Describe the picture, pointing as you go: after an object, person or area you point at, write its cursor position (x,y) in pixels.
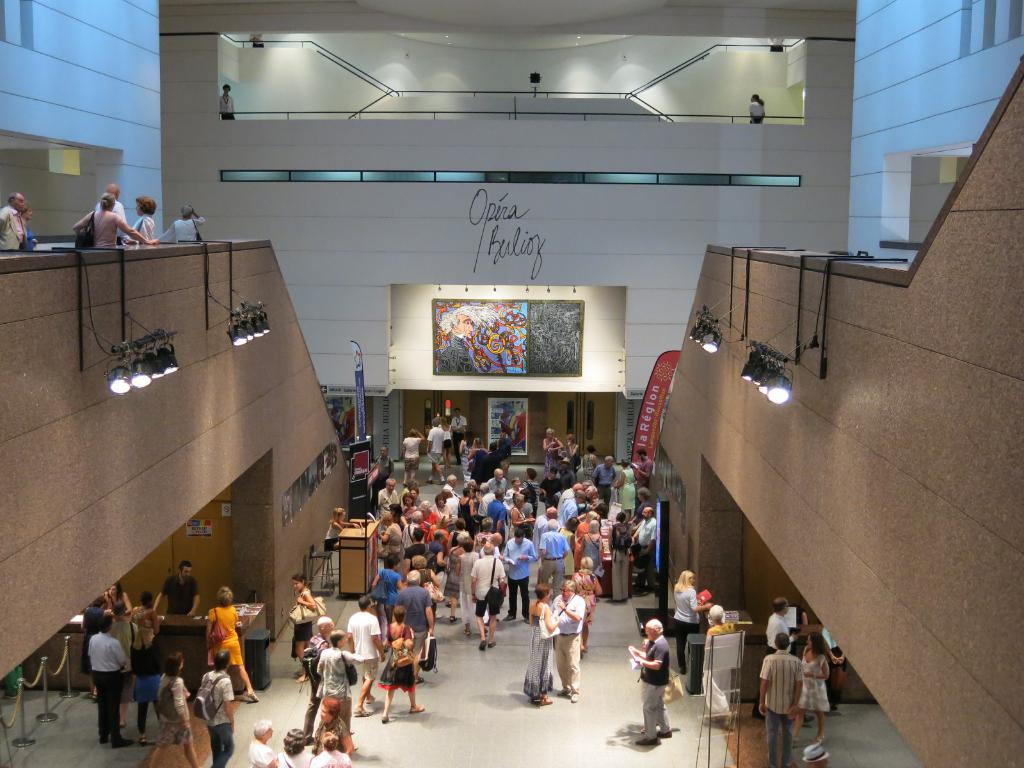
In this image we can see people (515,527) standing on the floor (432,740) and some are standing behind the tables (168,618). In the background (317,174) we can see building (811,144), railings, people (115,225) standing on the stairs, electric lights (115,370), advertisement boards (526,415) and a screen (498,314).
